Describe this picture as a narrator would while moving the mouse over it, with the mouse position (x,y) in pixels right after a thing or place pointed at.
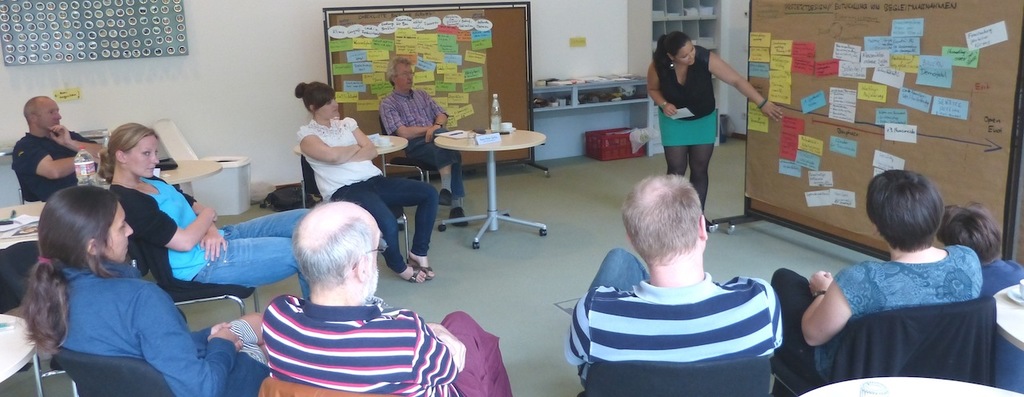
In the image few people (21,155) are sitting on chairs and watching and there are some tables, on the tables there are some bottles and papers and cups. Behind them there is a wall (275,143), on the wall (275,143) there are some posters (12,20) and there are some boards (1012,214) and a person (698,59) is standing and holding a paper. Behind her there is a table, on the table (536,114) there are some papers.
